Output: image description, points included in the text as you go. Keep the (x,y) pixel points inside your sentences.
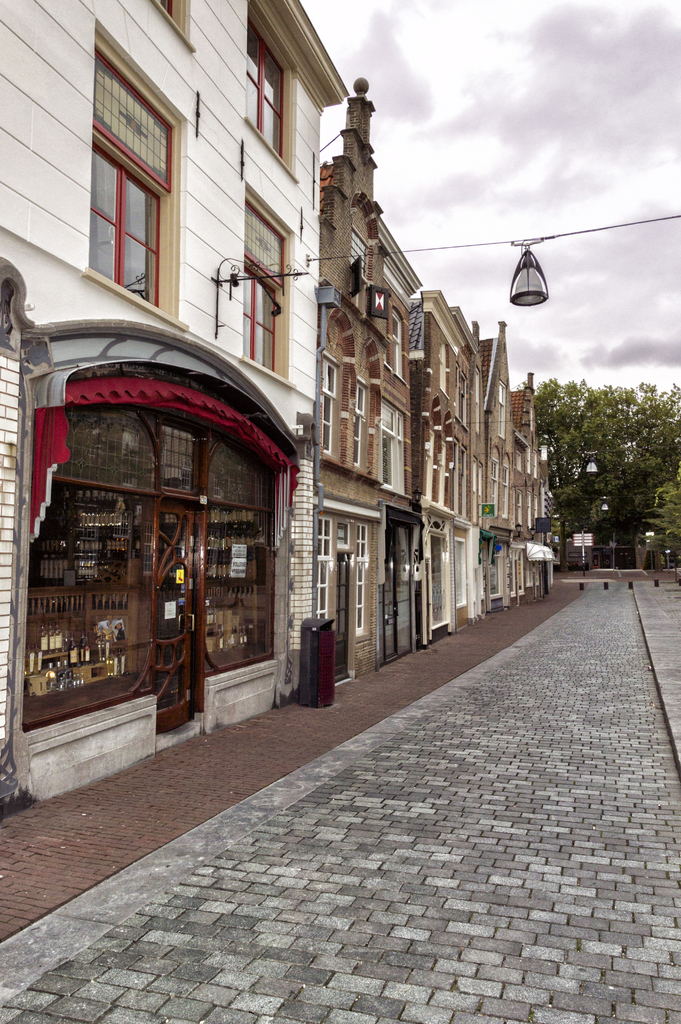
In this image I can see a building (331,428) on the left hand side of the image (208,365). At the top of the image (542,110) I can see the sky (475,92). At the bottom of the image (456,857) I can see the pavement (488,837), on the right side of the image (570,506) in the center position I can see some trees (584,490).
